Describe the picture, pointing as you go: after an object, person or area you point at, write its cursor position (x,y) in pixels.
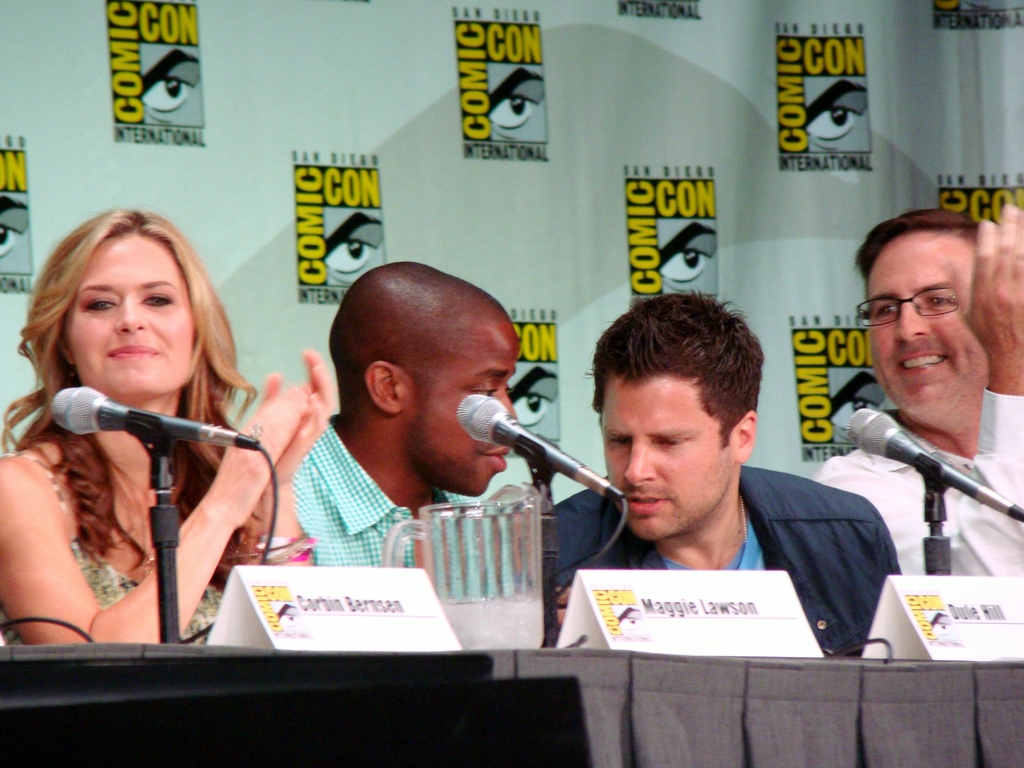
In the background (390,195) we can see a banner (152,21). In this picture we can see the people (342,400). On the right side of the picture (975,296) we can see a man (979,296) wearing spectacles (925,306) and he is smiling. On a table (589,668) we can see microphones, stands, name boards (1004,645) and jar (479,625). We can see liquid (504,623) in a jar (482,609). At the bottom portion of the picture (678,681) we can see black cloth (526,653).
